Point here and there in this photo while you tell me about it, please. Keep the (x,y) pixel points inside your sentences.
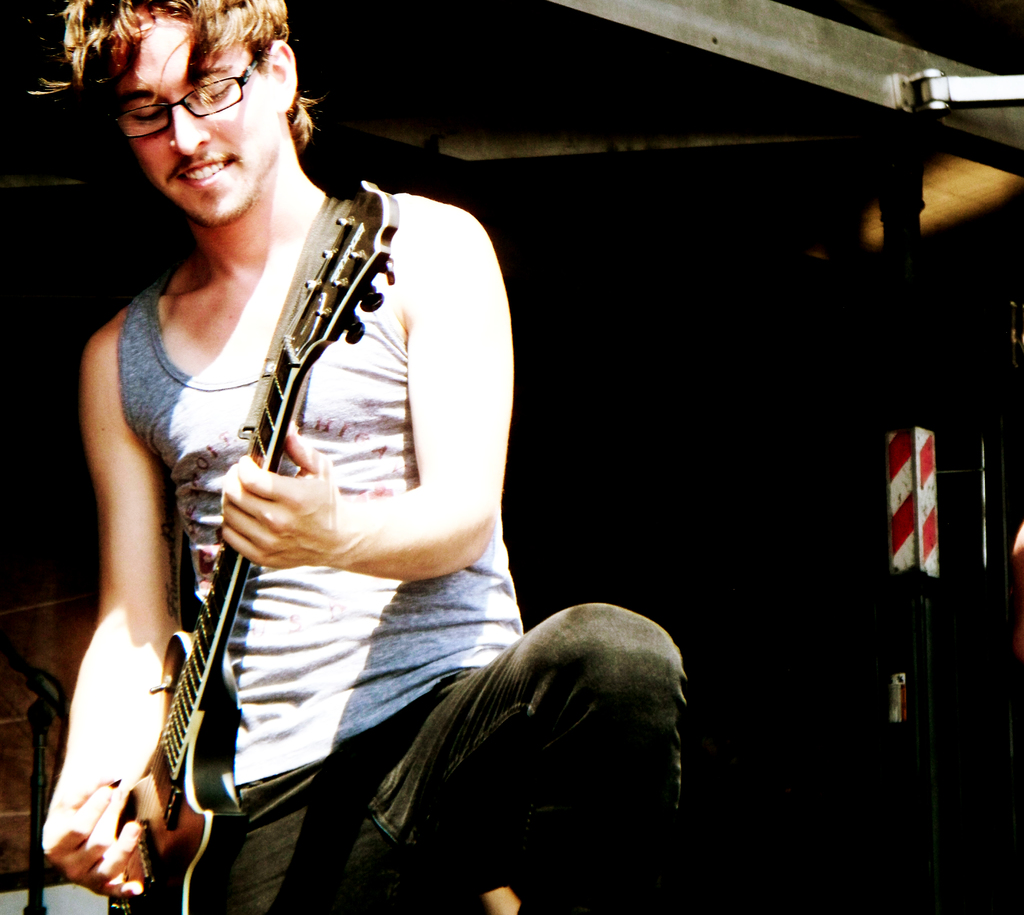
There is a man (447,301) who is playing guitar (392,225). He has spectacles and he is smiling.
